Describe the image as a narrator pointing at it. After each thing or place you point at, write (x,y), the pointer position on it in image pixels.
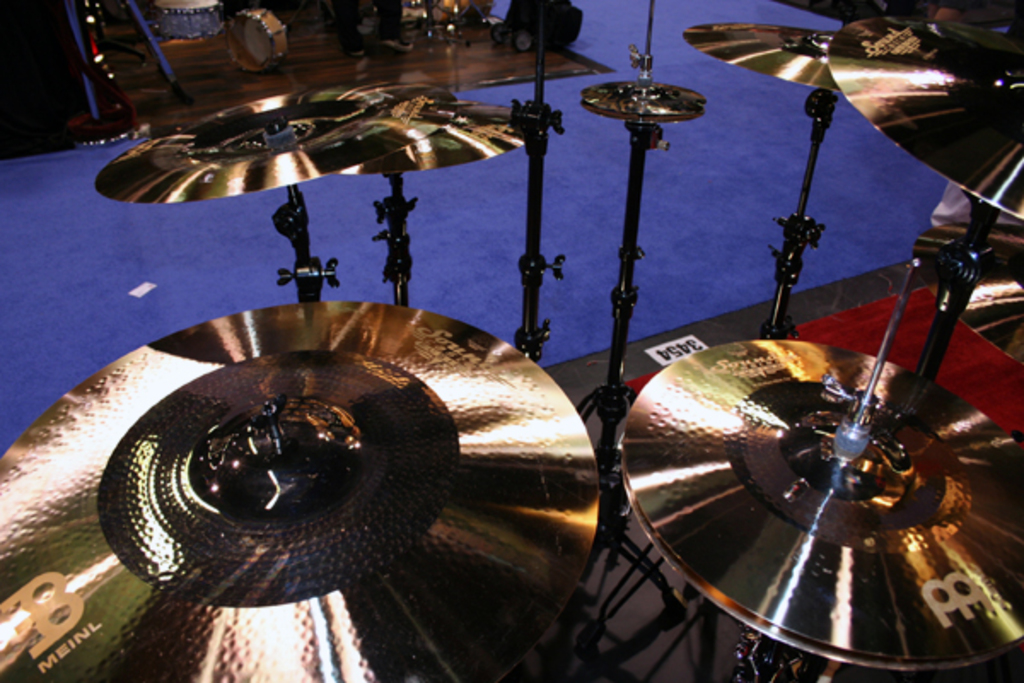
In this image there are some drums (526,446) at bottom of this image (427,483) and top of this image (260,20) as well and there is a blue color floor (698,164) in middle of this image (484,229) and there is one person (394,29) standing at top of this image (384,34).
